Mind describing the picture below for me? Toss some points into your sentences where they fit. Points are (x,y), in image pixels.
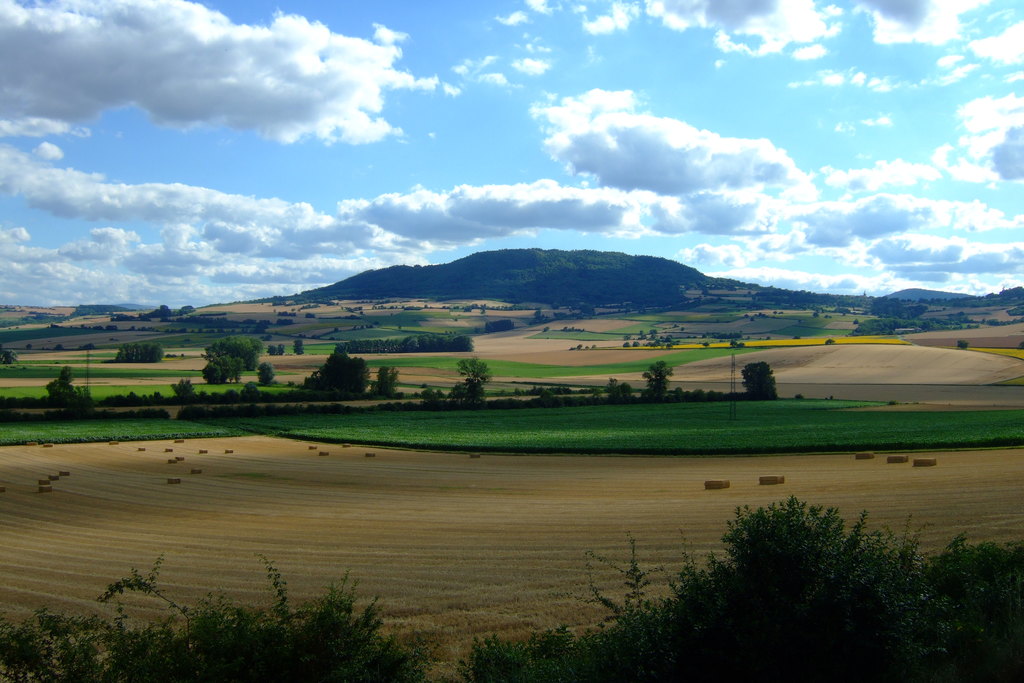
In the foreground of the picture (522,633) there are trees (751,615) and crop (304,446). In the center of the picture (487,397) there are trees (272,373) and fields (540,333). In the background (522,282) there is a hill (520,273) covered with trees (438,266). Sky (508,199) is cloudy.
